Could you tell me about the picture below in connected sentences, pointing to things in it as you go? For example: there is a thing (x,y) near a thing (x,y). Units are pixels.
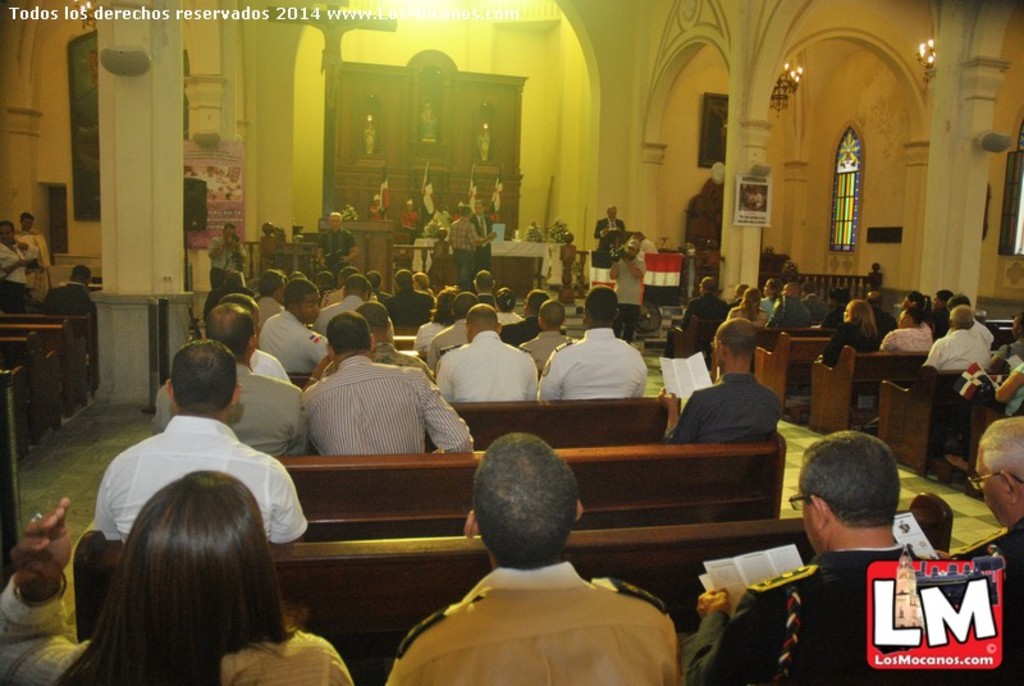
In this image we can see a group of people (428,349) sitting on the benches (690,534). In that some are holding the papers (701,568). We can also see the flags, some people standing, two people (622,318) holding the cameras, the flags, pillars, windows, boards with some text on them, frames (86,213) on a wall (886,246), statues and the chandeliers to a roof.
